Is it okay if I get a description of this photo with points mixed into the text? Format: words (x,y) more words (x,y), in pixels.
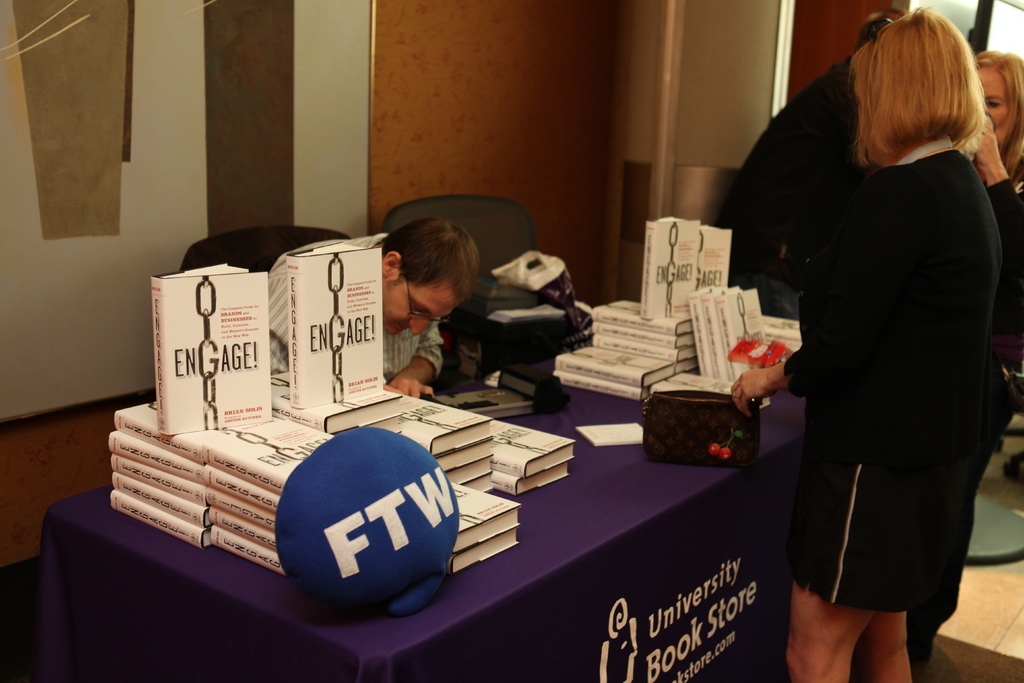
In the image I can see few books (513,465) and few objects (381,462) on the table (598,498). I can see few people (434,267) and one person (453,260) is sitting on the chair (259,260). Back I can see the wall (440,37).
